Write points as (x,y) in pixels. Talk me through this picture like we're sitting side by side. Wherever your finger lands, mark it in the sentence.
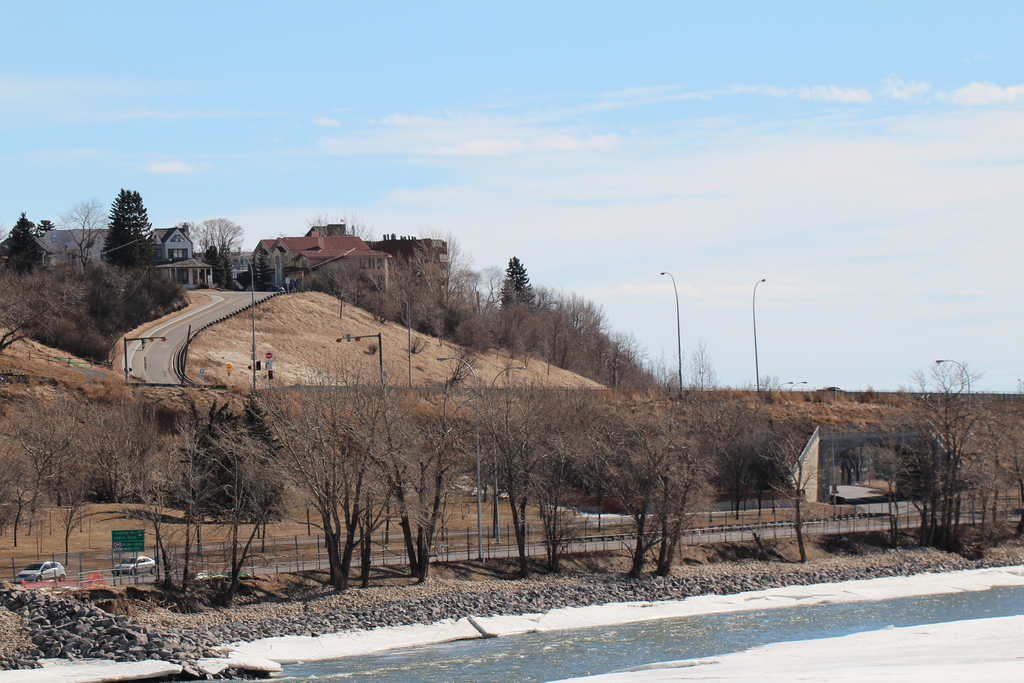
As we can see in the image there are trees (295,462), street lamps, hill (371,341), buildings (316,268), banner (137,538), cars (129,570) and sky (347,73).
